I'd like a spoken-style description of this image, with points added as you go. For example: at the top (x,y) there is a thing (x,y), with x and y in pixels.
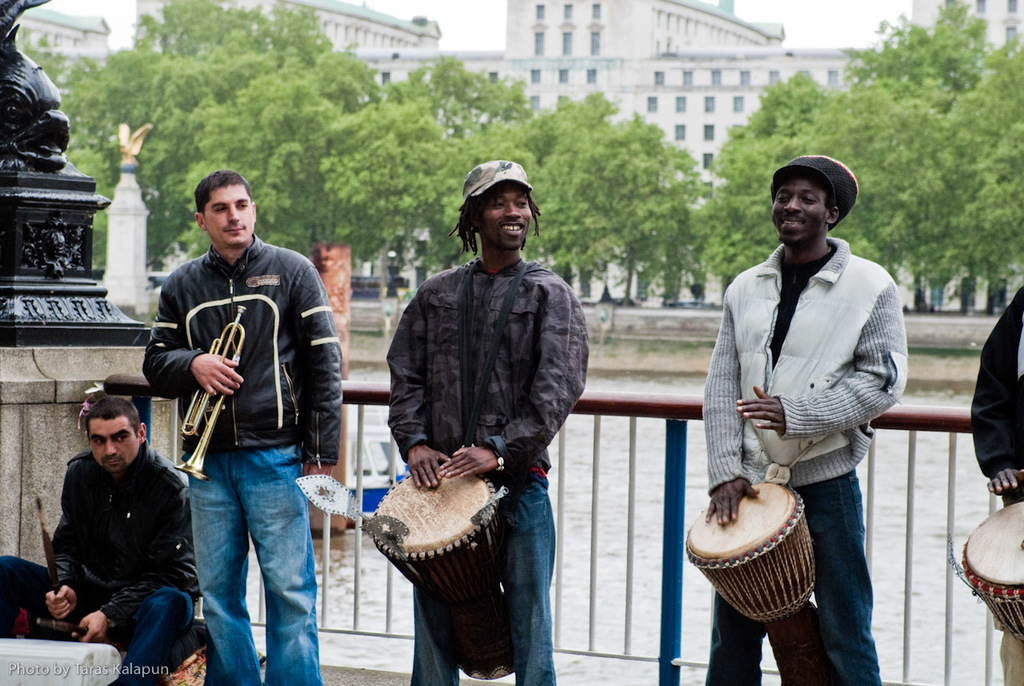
In this image there are group of persons (393,382) playing musical instruments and at the background of the image (471,130) there are trees (916,111) and buildings (709,116) and at the left side of the image (70,514) there is a person (47,573) sitting and beating drums (100,661).
